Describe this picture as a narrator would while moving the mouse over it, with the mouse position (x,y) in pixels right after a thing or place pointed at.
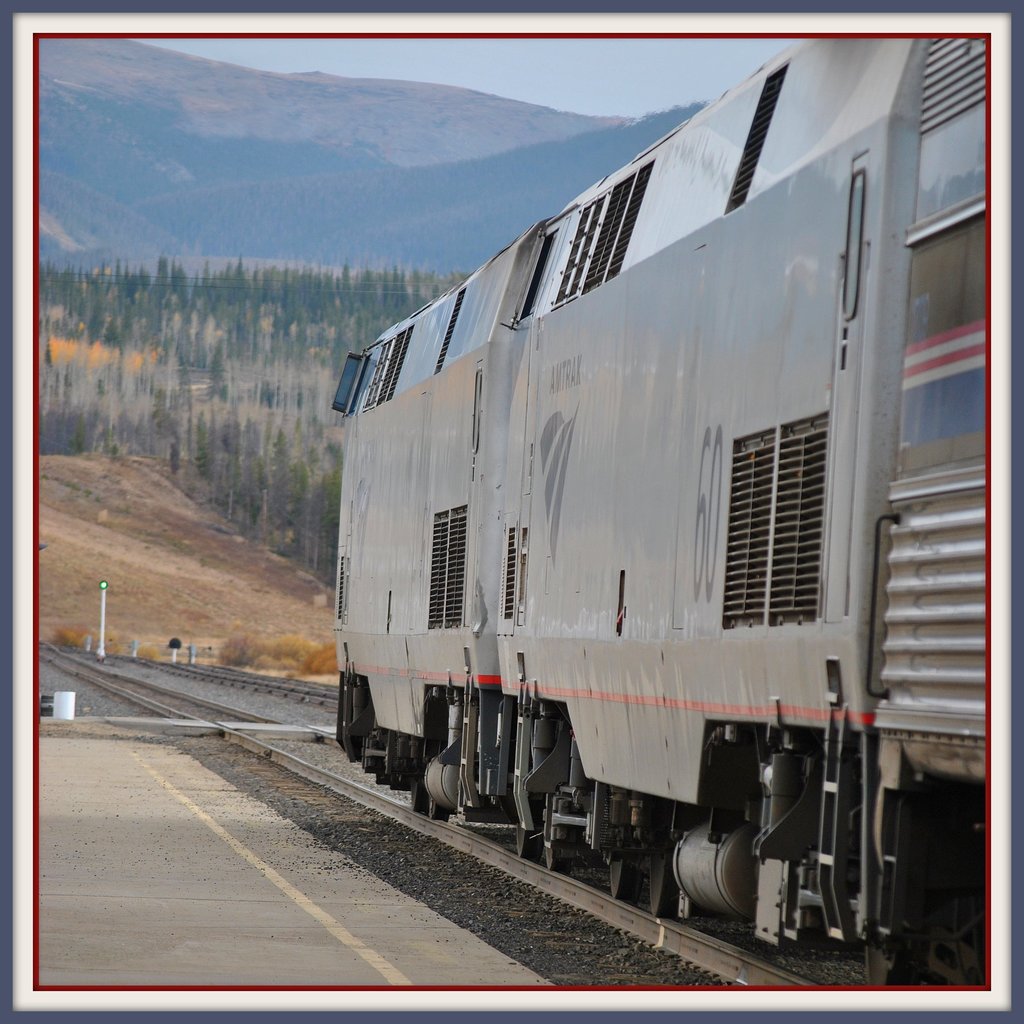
In this picture we can see a train (643,688) on the right side (796,853), in the background (301,393) there are trees (178,333), we can see railway track (249,711) here, there is the sky (556,94) at the top of the picture (585,84).
